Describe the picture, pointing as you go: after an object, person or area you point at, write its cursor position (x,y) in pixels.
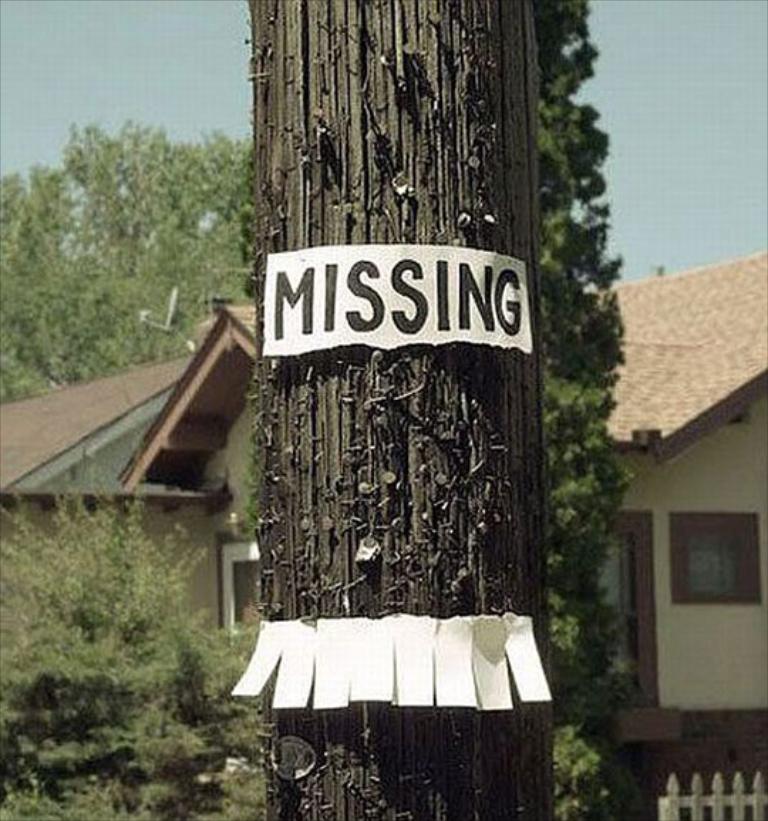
In the foreground of the image (460,576) we can see a pole (475,494) with a paper (467,337) and some text (471,287) on it. In the background (701,734), we can see a building (671,604) with windows (630,594) and roof (650,361), group of trees (556,170) and the sky (645,137).
